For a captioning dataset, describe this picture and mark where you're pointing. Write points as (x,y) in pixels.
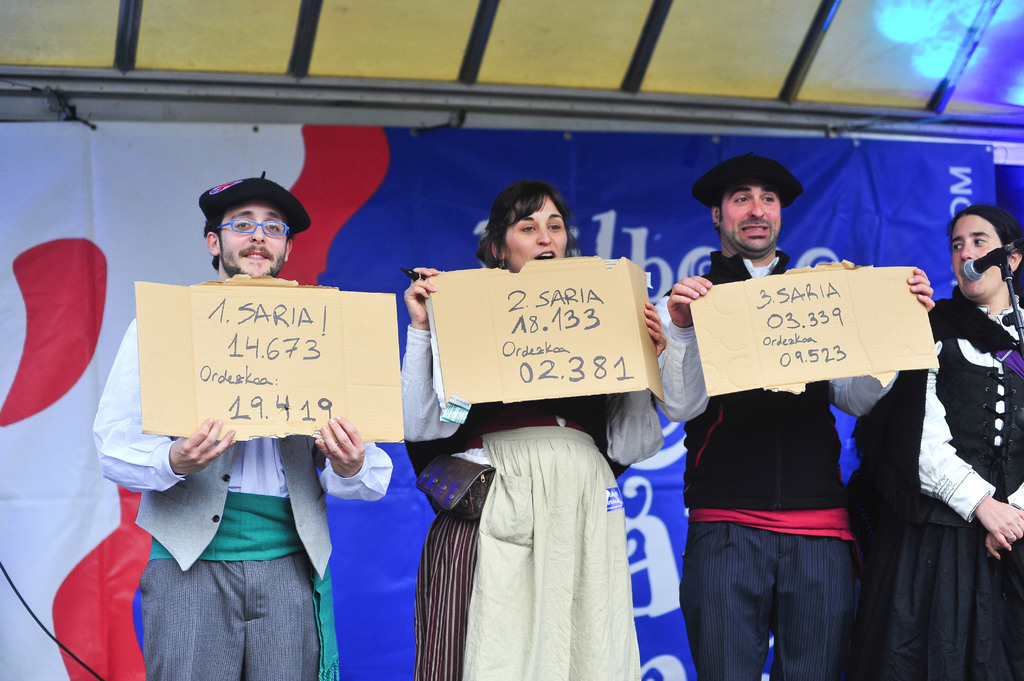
There are three people (518,425) standing and holding placards (513,368). Man (262,463) on the left side (262,463) is wearing a specs (226,225) and cap (268,185). On the right side (984,329) a lady (969,331) is standing. In front of her there is a mic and mic stand (1012,286). In the back (436,193) there is a banner (397,457).
